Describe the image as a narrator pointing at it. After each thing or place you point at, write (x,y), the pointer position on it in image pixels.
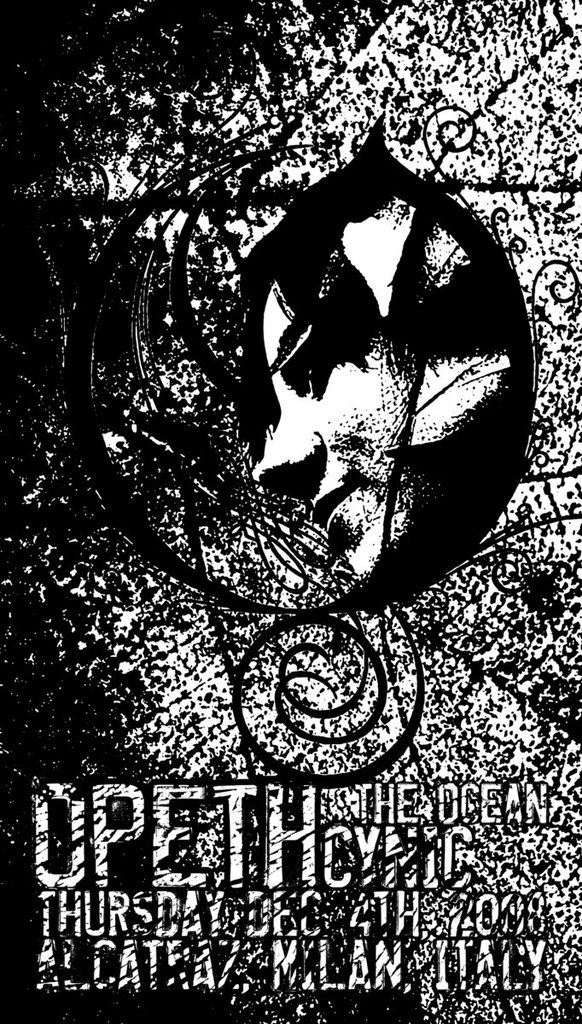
I see this image is black and white in color and I see the depiction of a person's face (363,327) over here and I see something is written over here.
